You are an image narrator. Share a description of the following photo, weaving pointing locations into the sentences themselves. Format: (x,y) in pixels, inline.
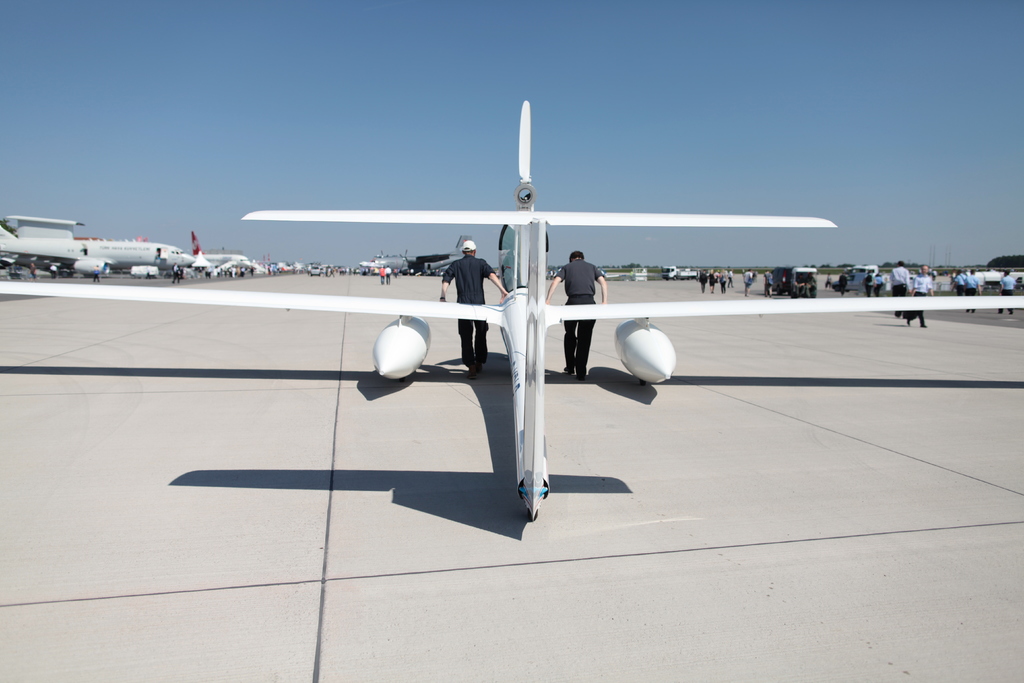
In this image I can see a aircraft (517,377) which is white in color is on the ground (506,484) and I can see 2 persons (591,275) wearing black dress (473,288) on each side of it. In the background (228,253) I can see few other aircraft's (192,231), few other persons (730,273) standing, few vehicles (666,277), few trees (691,267) and the sky (695,136).
